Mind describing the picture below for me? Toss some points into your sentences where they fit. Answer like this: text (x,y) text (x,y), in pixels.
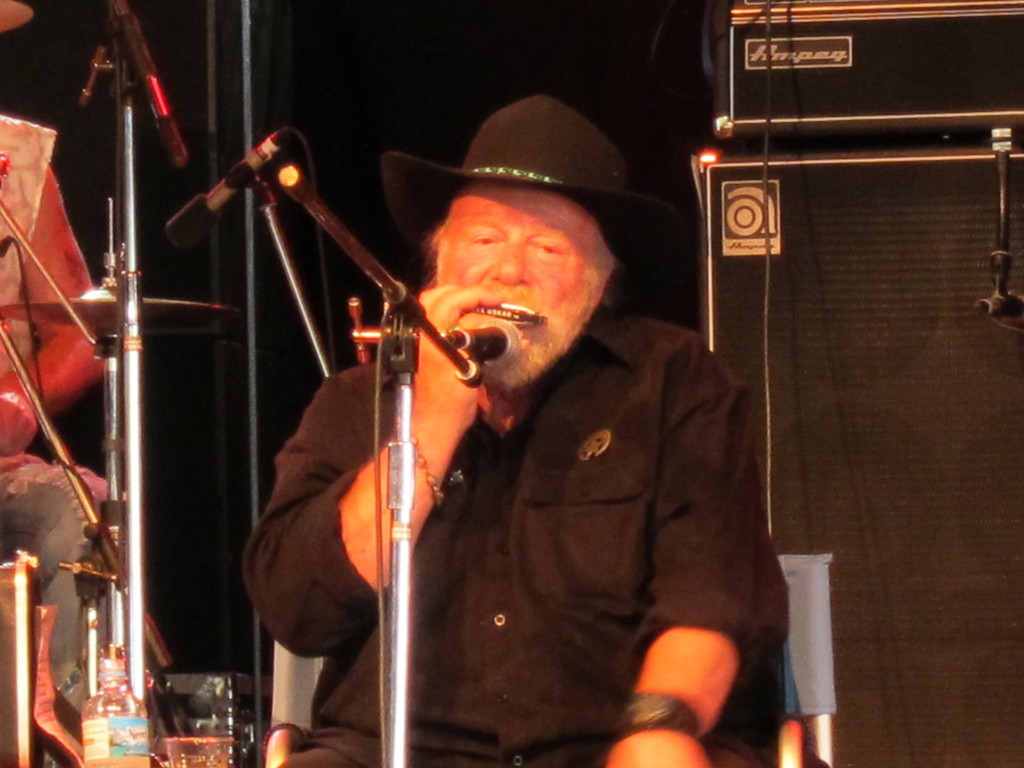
An old man (603,418) is sitting in a chair (795,608) wearing a cap (538,178) and he is playing some musical instrument (494,308) in front a microphone (505,339), behind him there are a speakers (771,335) and a black curtain (256,334), beside him there is another person (20,510) and a bottle (113,724) is there.
